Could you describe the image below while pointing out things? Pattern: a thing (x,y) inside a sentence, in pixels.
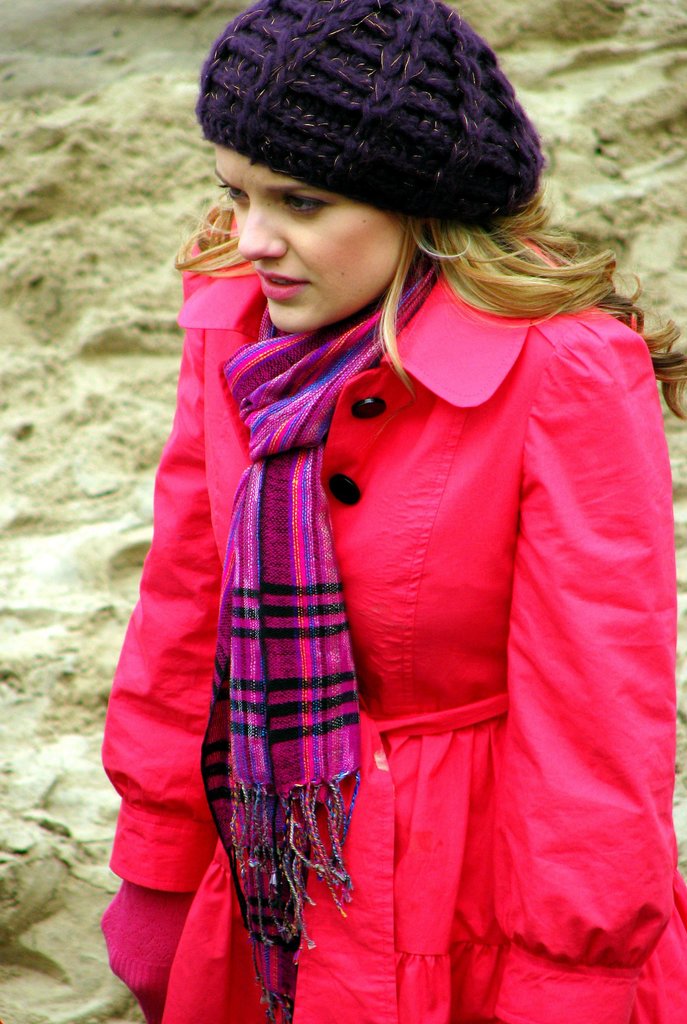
The woman (289,621) in the middle of the picture (395,483) wearing a pink jacket (418,740) is standing. She's even wearing a pink scarf (286,527) and a blue cap (342,178). Behind her, we see sand (81,339).
